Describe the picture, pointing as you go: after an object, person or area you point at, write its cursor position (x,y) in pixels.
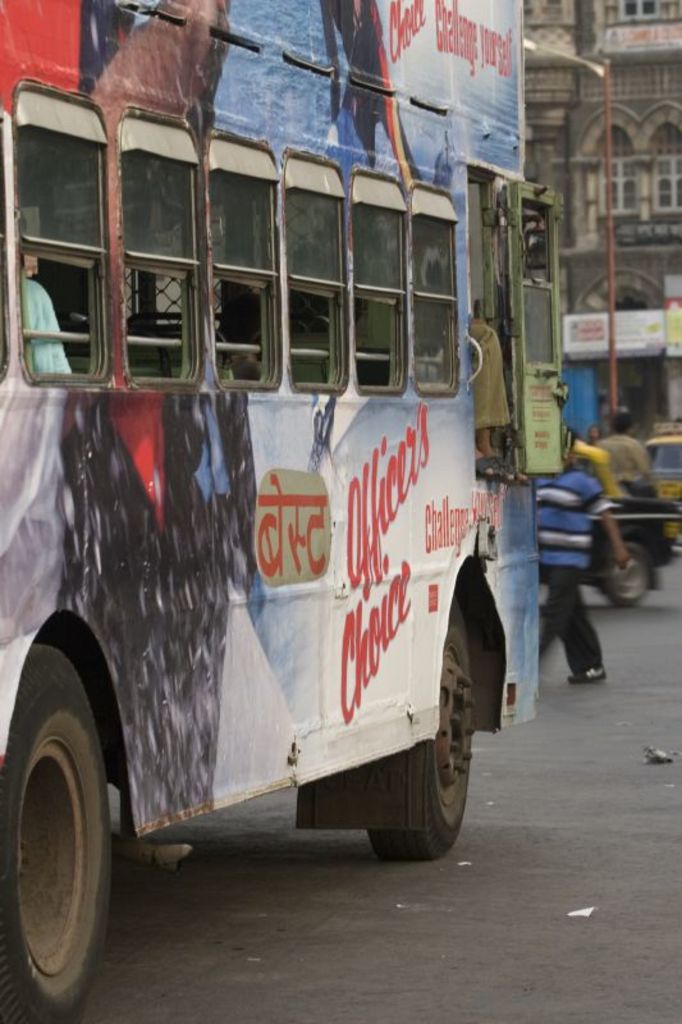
In this image, we can see a road (642,783), there is a bus (319,492) on the road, we can see some windows (372,231) of the bus (81,234), in the background (556,579) there is a person (557,563) walking, we can see a building (625,190) and a pole (611,329).
